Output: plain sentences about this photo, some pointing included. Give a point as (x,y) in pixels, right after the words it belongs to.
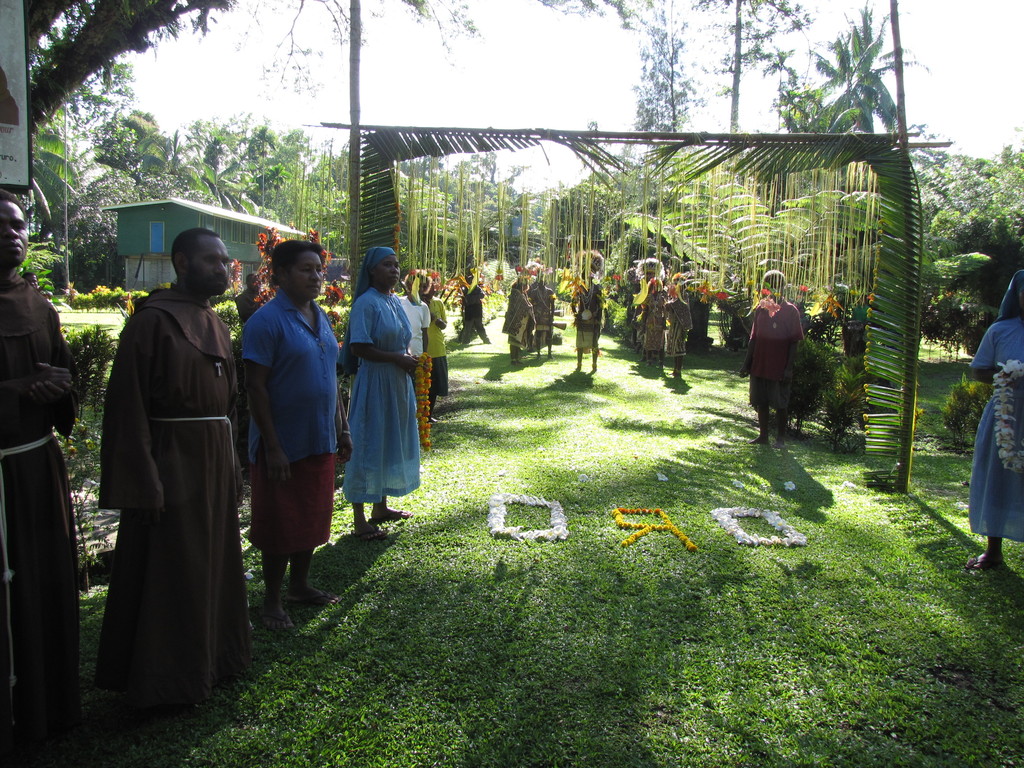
In this picture I can see group of people (987,430) standing, there are some flowers (514,538) on the grass (696,510), there are plants (936,308), a house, trees (623,244) and some other items (446,223), and in the background (706,77) there is sky (429,72).
